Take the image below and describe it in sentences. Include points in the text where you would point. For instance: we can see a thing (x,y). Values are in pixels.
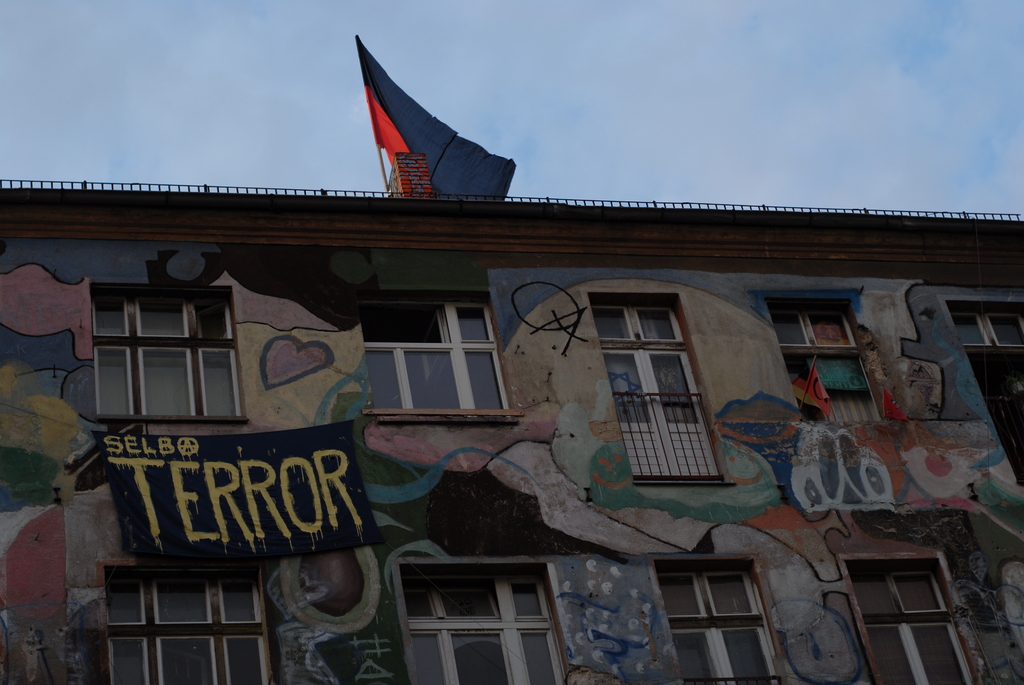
This image is taken outdoors. At the top of the image (171,101) there is the sky (232,60) with clouds (720,98). In the middle of the image (554,403) there is a building (721,567) with walls (635,503), windows (746,631), a door (653,388) and a roof (920,231). There are many paintings (58,560) on a wall (735,405) and there is a banner (234,489) with a text (151,511) on it. There is a flag (398,122).
